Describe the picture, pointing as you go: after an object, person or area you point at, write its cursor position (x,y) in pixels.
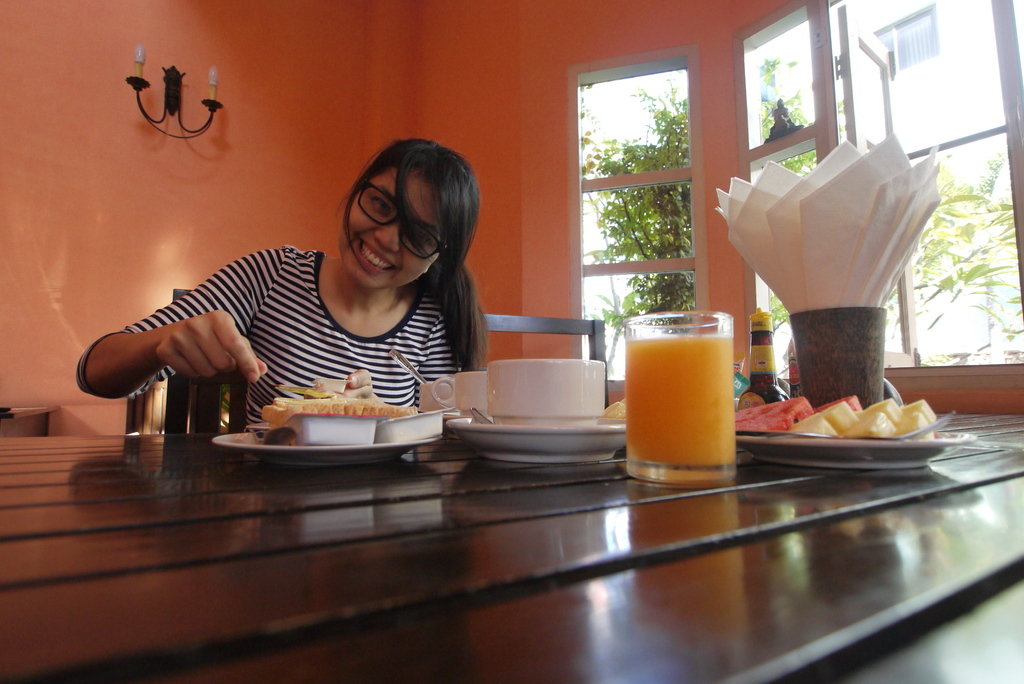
In this image I can see a person (345,302) smiling and sitting in front of the table (405,569). On the table (397,498) there is a glass (707,376), cup (518,415), plate (372,455) with food (350,397). In the background (581,141) there is a window (695,142) and through the window (641,102) I can see some plants (667,212).
